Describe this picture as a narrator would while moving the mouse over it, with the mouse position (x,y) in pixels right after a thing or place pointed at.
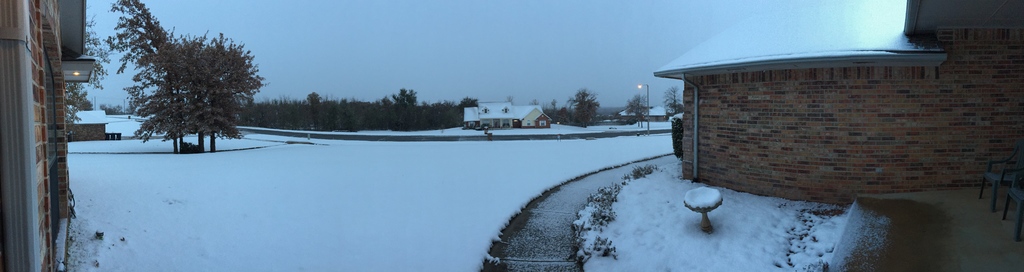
In this image I can see ground (416,162) full of snow (401,174). I can also see few buildings (481,117), few poles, number of trees (445,128) and few lights (67,77).
